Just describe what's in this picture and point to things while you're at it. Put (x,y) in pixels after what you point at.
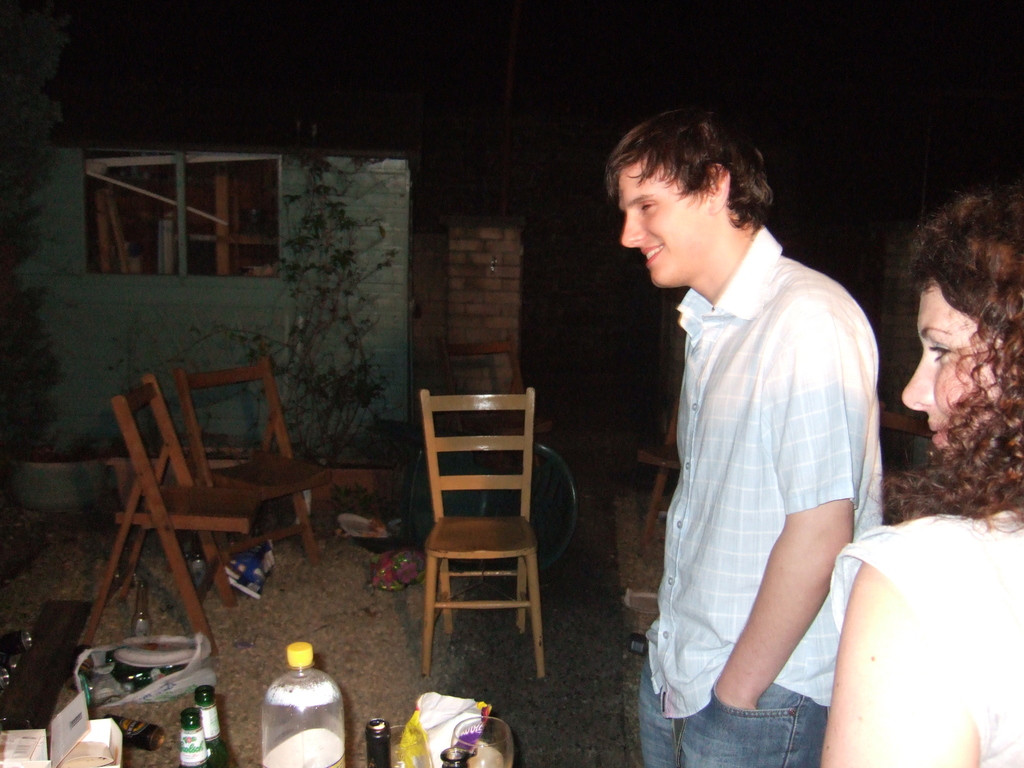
This image is clicked outside and it was dark. There are two persons (1012,420) in the right corner (916,621), one man (760,305) and one woman (920,308), man (797,284) is wearing white shirt (758,254) with blue jeans (739,712), he is laughing and woman (889,695) is wearing light colored dress (982,606). There are some chairs (479,349), bottles (135,644) in the left corner (133,519). In the background (159,311) there is a house (294,176) with creepers (369,267).
